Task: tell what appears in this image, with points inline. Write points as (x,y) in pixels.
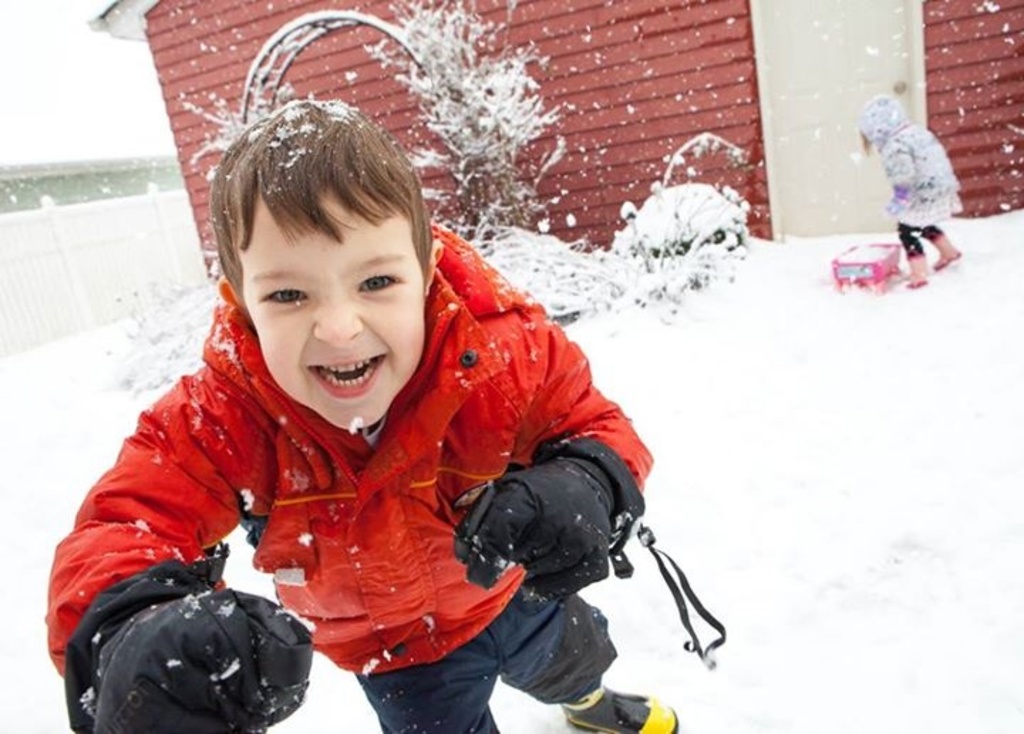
On the left side of the image (310,515) we can see a boy (470,406) is standing and wearing jacket (434,515), gloves (282,692), shoes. In the background of the image (30,602) we can see the snow (566,250), house (661,165), door (893,51), arch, plants (504,167), fence (139,240), roof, box (838,265) and a kid (933,207) is standing and wearing a coat (904,176), shoes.
